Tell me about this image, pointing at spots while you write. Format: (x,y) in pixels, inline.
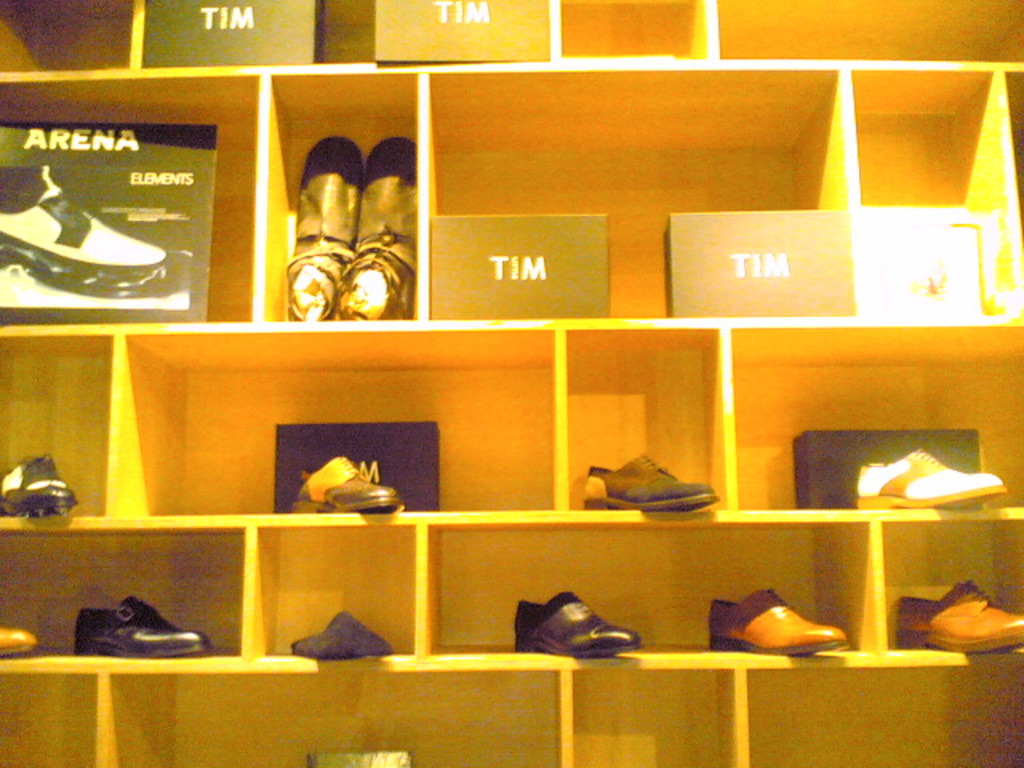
In this picture I can see number of shoes (324,494) and few boxes (570,234) on the shelves (476,161) and I see something is written on the boxes (483,240).
